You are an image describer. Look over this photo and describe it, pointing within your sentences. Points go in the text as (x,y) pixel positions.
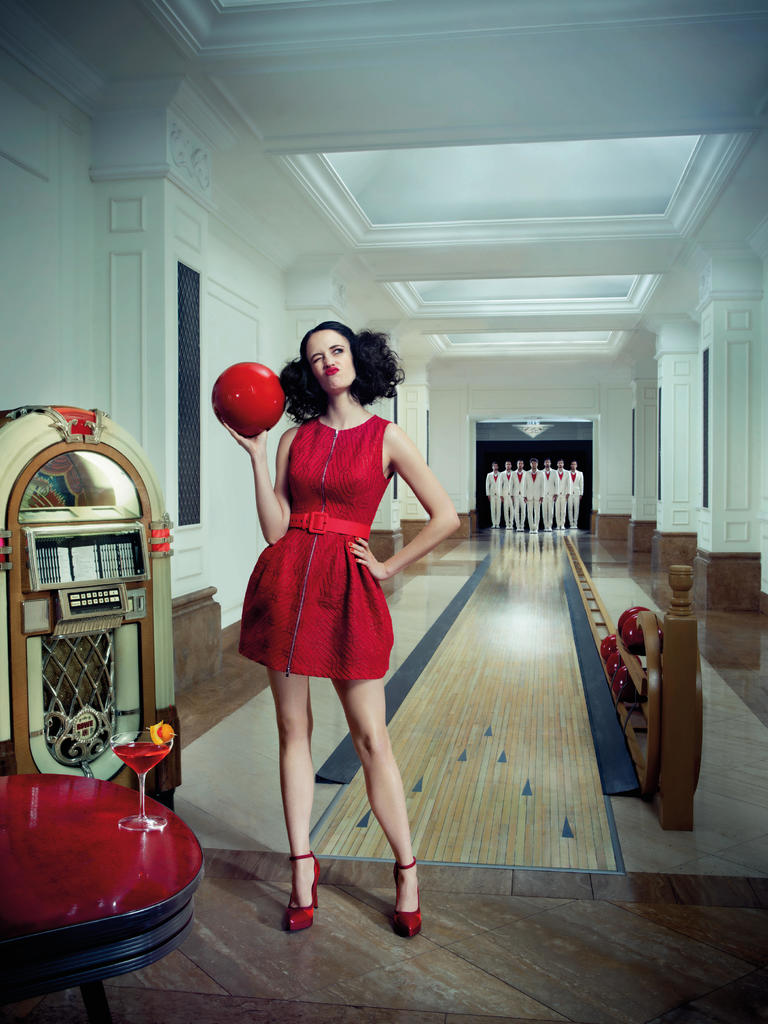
In the center of the picture (320,483) there is a woman (350,548) in red dress (286,642) holding a ball (253,396). On the left (91,883) there are table (65,851), a, machine (70,752) and drink (139,755). In the center of the picture (468,583) there is bowling track (563,608). In the background (523,487) there are men (521,483). At the top (374,201), it is ceilings (520,206) painted white.
